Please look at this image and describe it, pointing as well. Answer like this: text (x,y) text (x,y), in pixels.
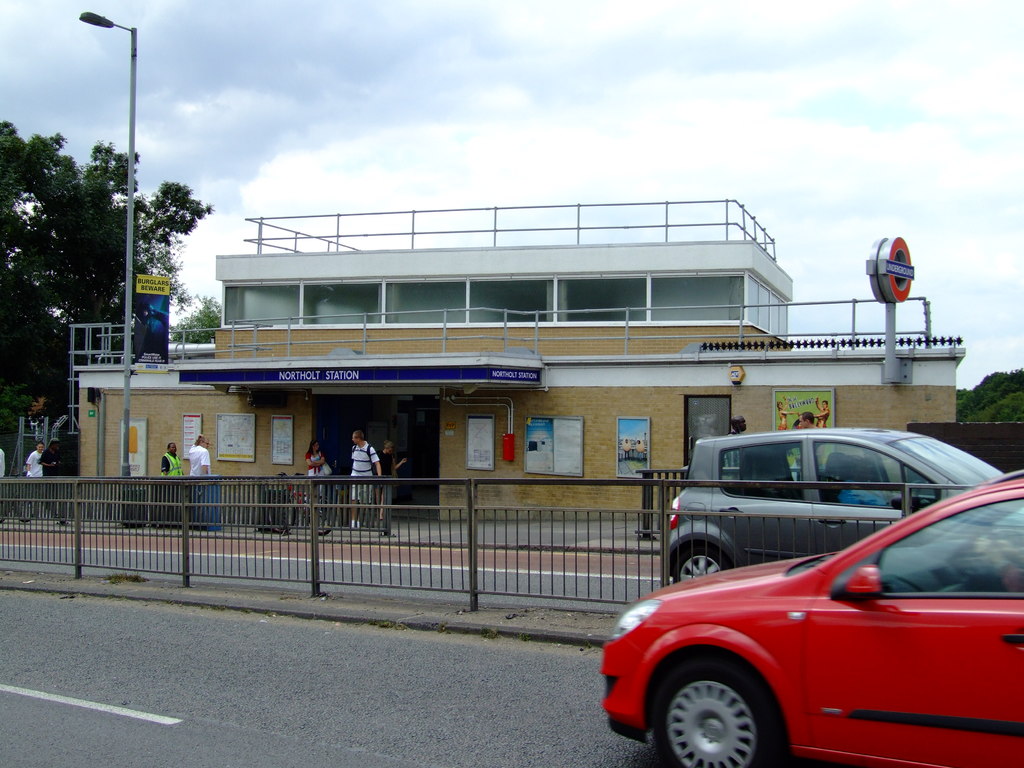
In this image on the right side (689,685) we can see a car (615,686) on the road (541,688) at the fence (333,501) and to other side of the fence (346,503) we can see a person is riding car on the road (163,566). In the background (117,432) we can see few persons (170,472) are standing, buildings (456,450), boards (199,372) and objects (449,431) on the walls (455,350), fences (527,328), trees (107,333), board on a street light pole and clouds (558,182) in the sky (328,46).
